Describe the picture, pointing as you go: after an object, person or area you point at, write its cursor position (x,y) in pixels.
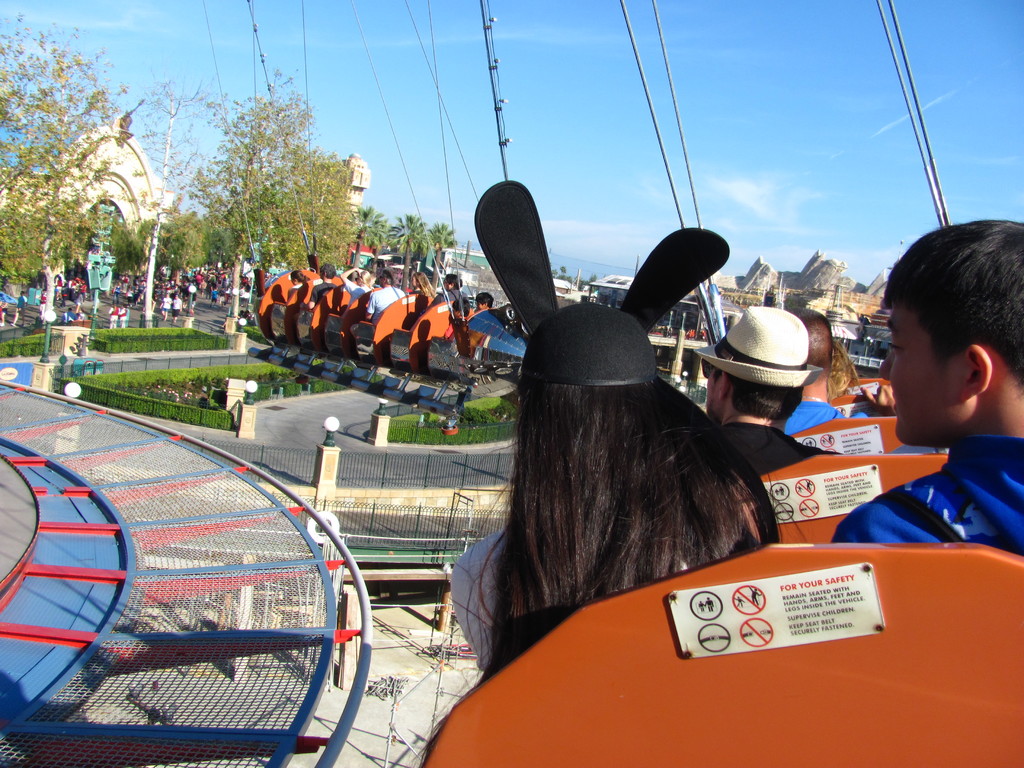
This is an outside view. Here I can see few people (623,460) are sitting in the roller coaster (832,624). on the left side (165,586) there is a net (131,501). In the background (56,287) there are many people (200,292) on the ground (214,310) and also I can see few trees (275,232) and buildings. At the top of the image (761,119) I can see the sky (734,107).
